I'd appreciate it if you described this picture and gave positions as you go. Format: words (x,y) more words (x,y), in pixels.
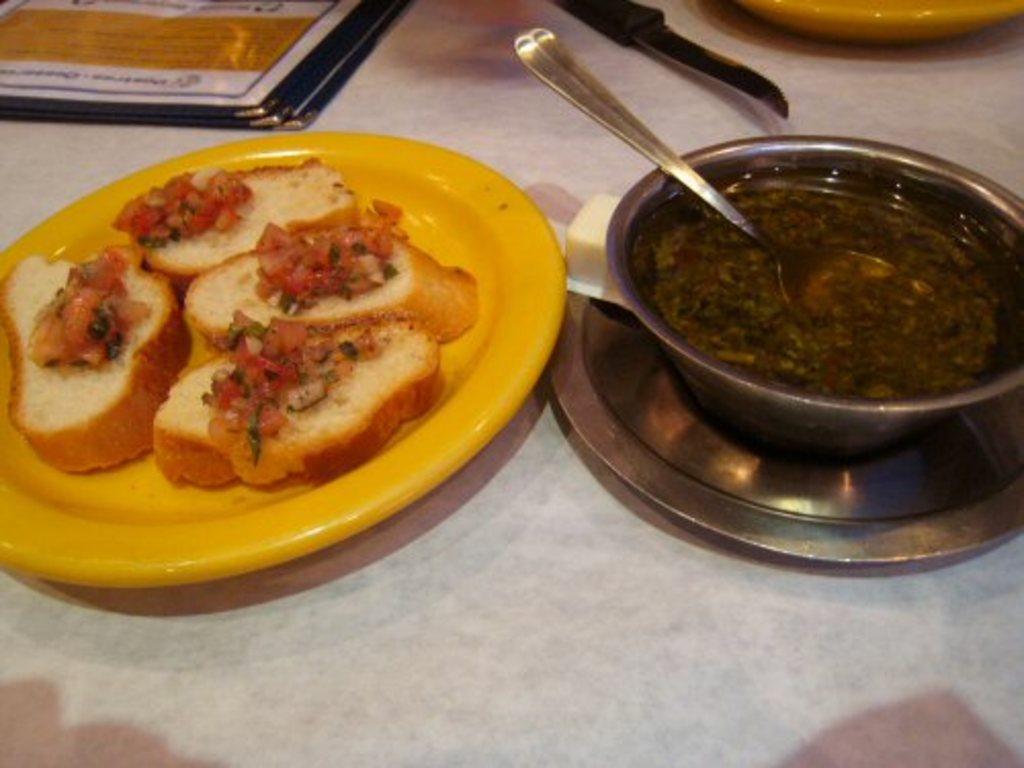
In the picture, on a yellow plate (10,535) there are bread slices (213,236) and some vegetables (278,266) are placed and beside that there is some other food item (804,302) served in a bowl (719,360).
